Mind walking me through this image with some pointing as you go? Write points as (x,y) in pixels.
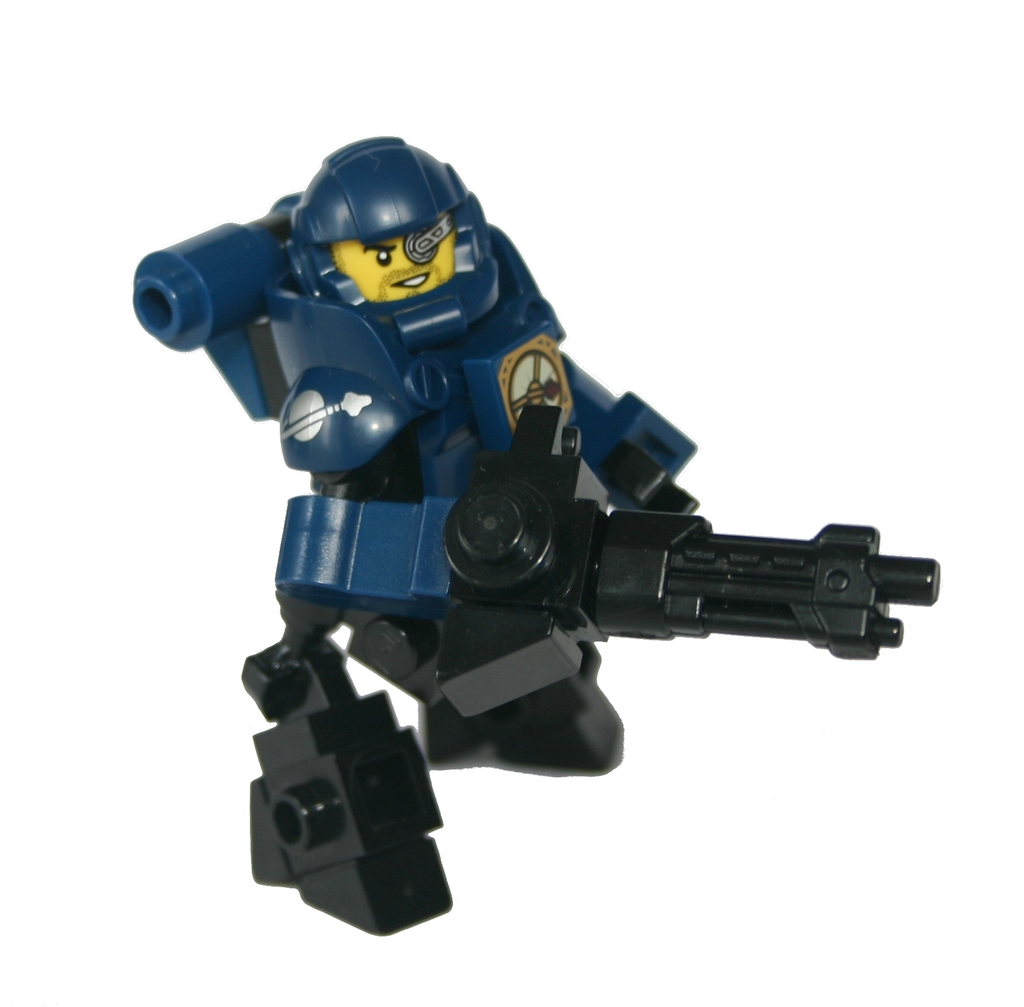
There is a toy (342,323) on the white surface (587,845). In the background (320,142) it is white.
